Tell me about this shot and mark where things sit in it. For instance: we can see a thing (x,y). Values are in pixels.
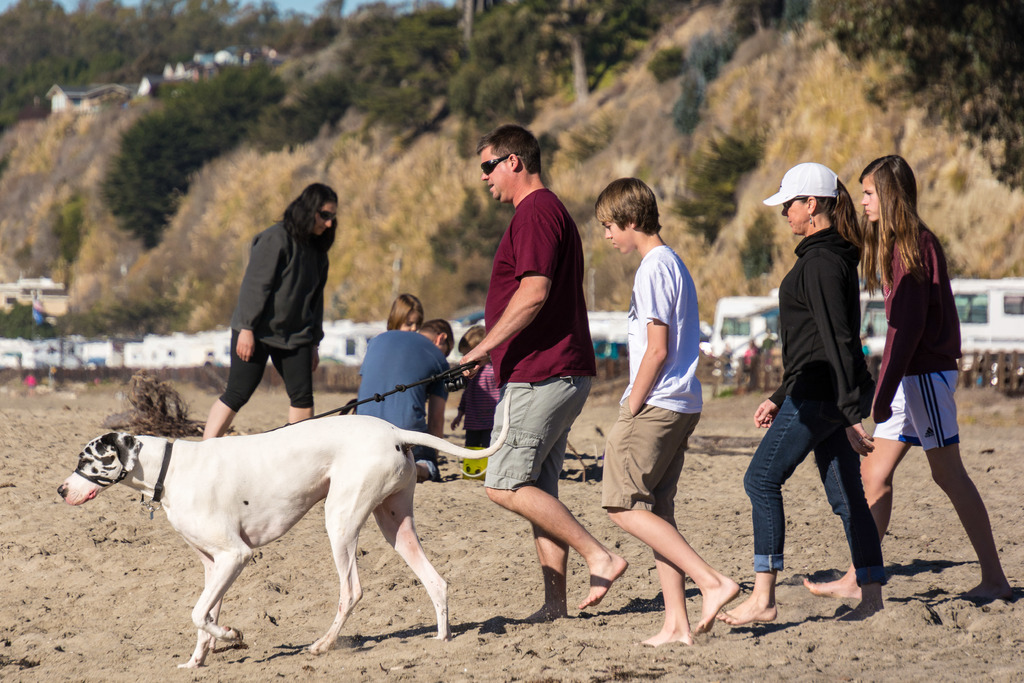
people (548,433) are walking on the sand (478,563). the person (528,301) in the front (524,271) is holding the belt (455,375) of a white dog (302,493). behind them people (427,325) are sitting and a person (273,324) is standing at the left (275,357), wearing black dress (278,305). at the back (961,301) there are vehicles (761,338) and trees (419,73).
